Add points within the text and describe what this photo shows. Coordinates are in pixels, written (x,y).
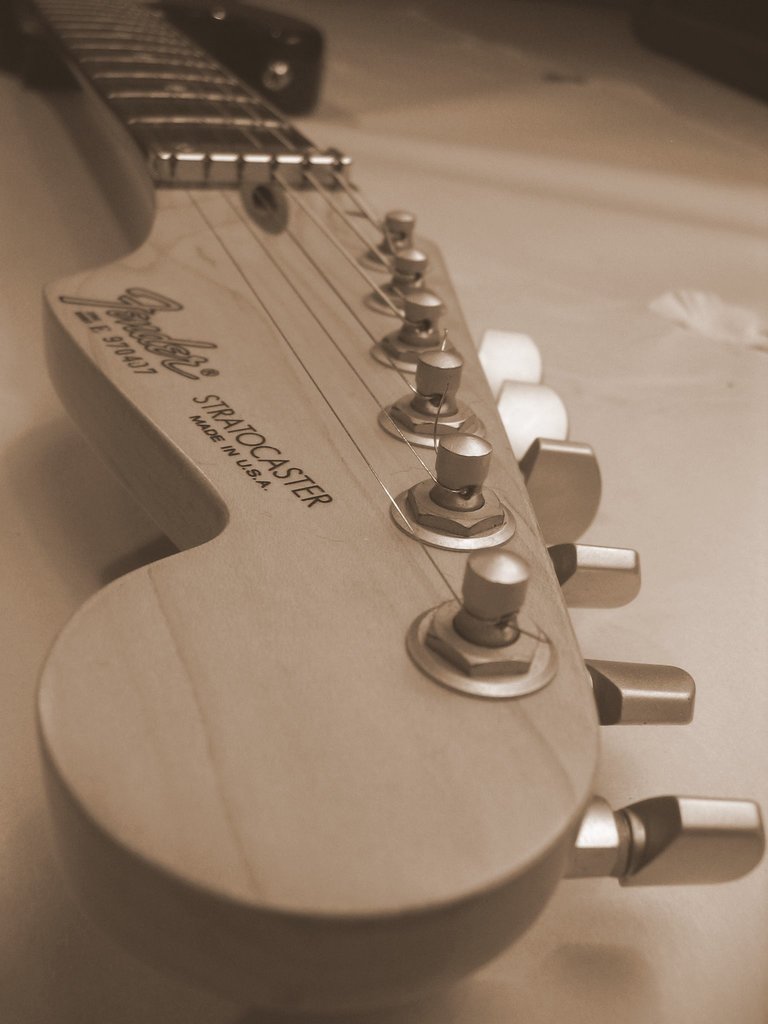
In the center of the image (373,441), we can see a guitar (361,414) placed on the table (630,400).
